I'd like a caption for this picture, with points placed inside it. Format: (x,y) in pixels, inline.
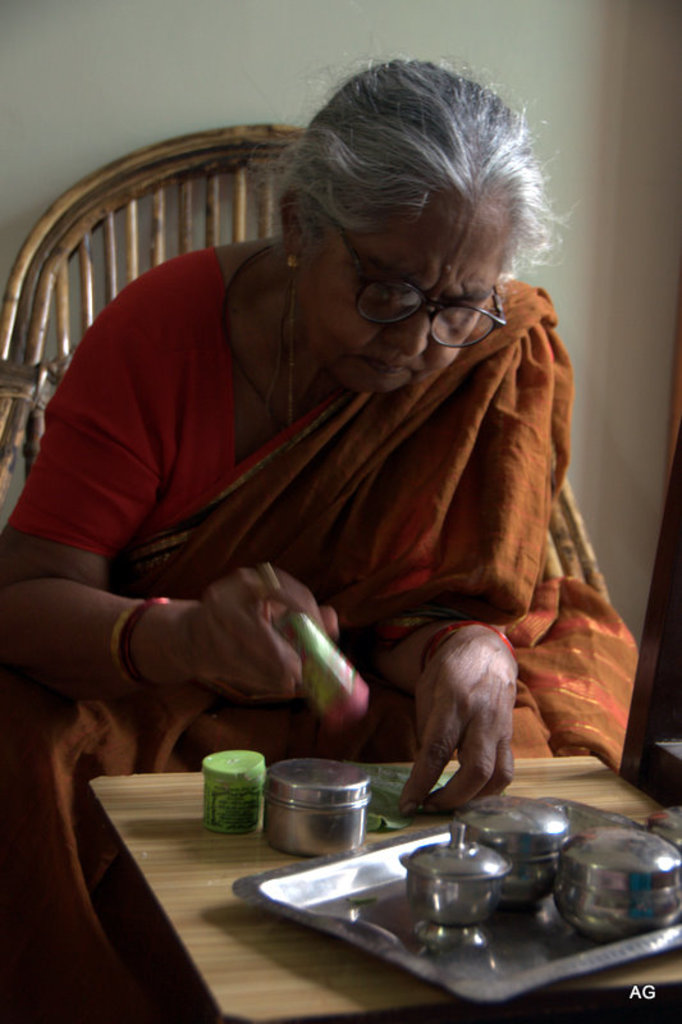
In this picture we can observe a old woman (205,707) sitting in the chair (6,461) in front of a stool (184,840). We can observe some boxes (515,899) placed on this stool (312,985). The woman (252,493) is wearing an orange color saree (348,536). In the background (62,87) there is a wall (504,59) which is in white color.
